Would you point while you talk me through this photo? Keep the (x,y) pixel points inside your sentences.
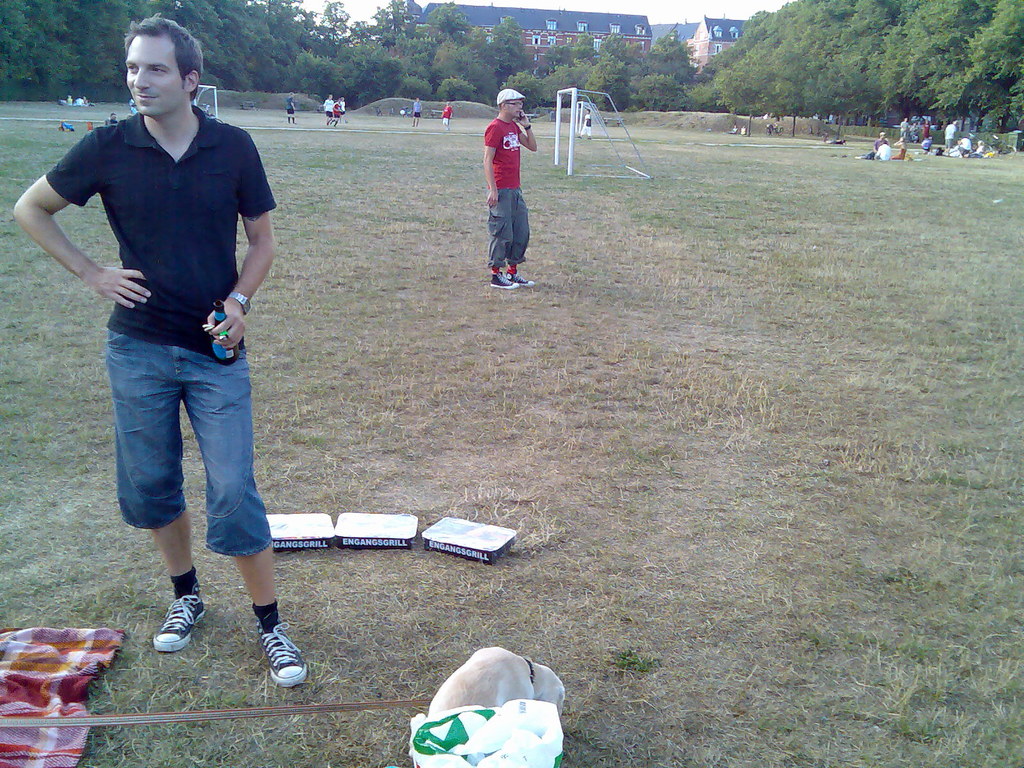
In the image we can see there are people (166,269) standing on the ground (605,427) and behind there are lot of trees (806,71) and buildings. People (588,114) are playing on the ground (549,195).
